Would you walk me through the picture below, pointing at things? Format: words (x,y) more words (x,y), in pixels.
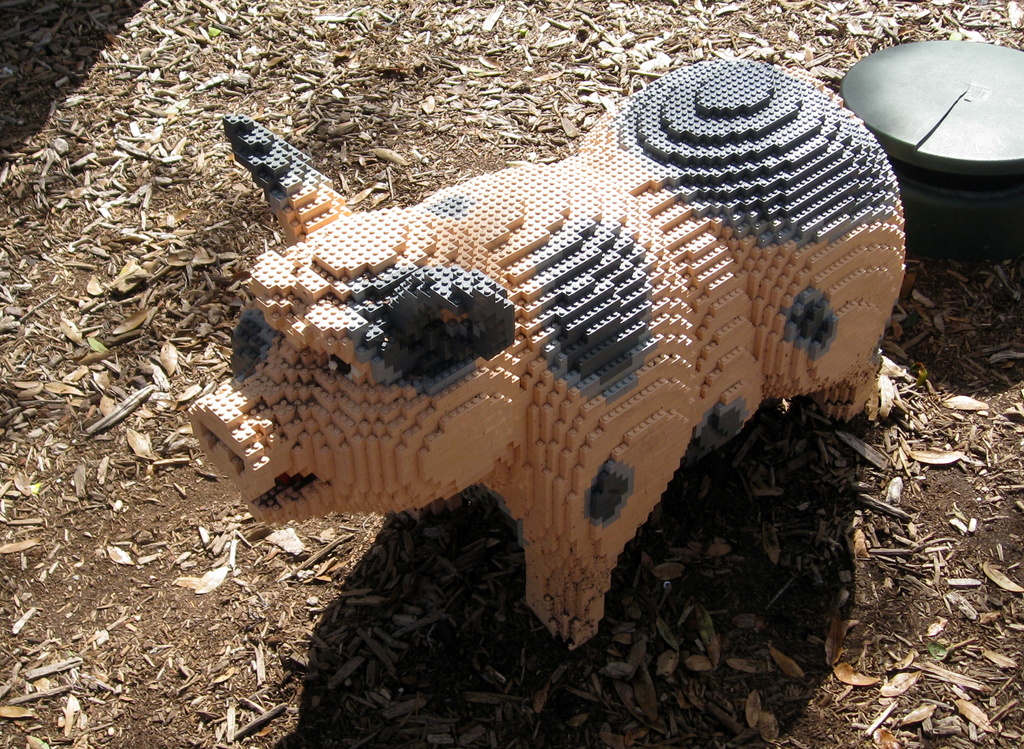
In this image there is an animal toy (552,388) on the land (253,537) having dried leaves (347,196) and an object (931,240).
